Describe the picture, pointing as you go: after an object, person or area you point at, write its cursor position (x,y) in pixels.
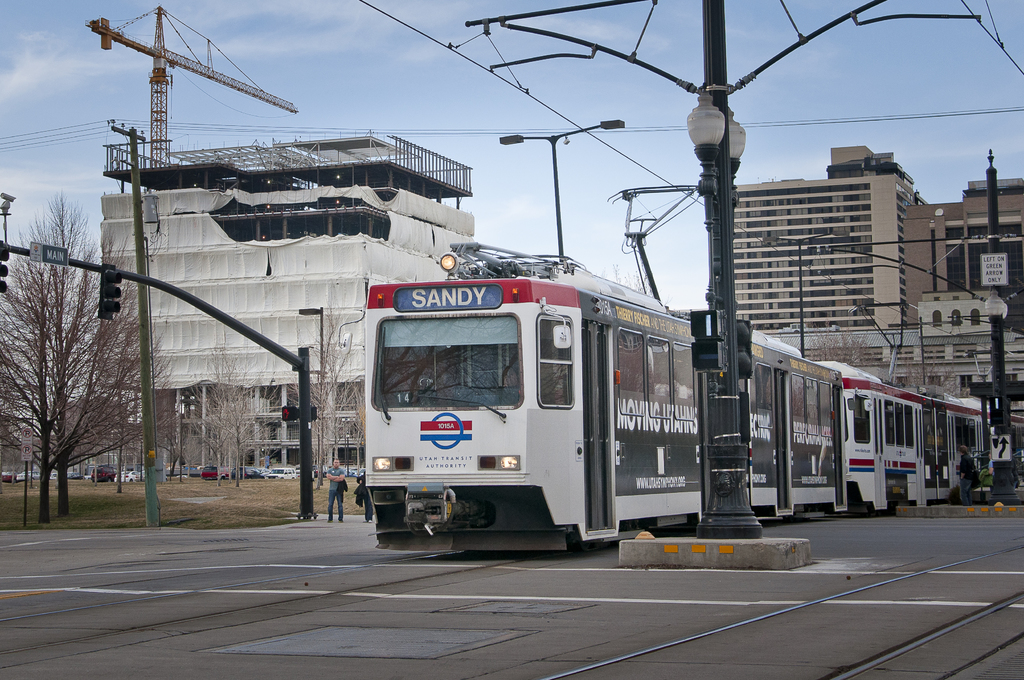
In this image we can see a train (754,430), poles (307,466), street lights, traffic lights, persons (365,489) and other objects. In the background of the image (416,265) there are buildings (435,200), crane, sky (254,113), vehicles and other objects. At the bottom of the image (527,656) there is the floor (576,576).
